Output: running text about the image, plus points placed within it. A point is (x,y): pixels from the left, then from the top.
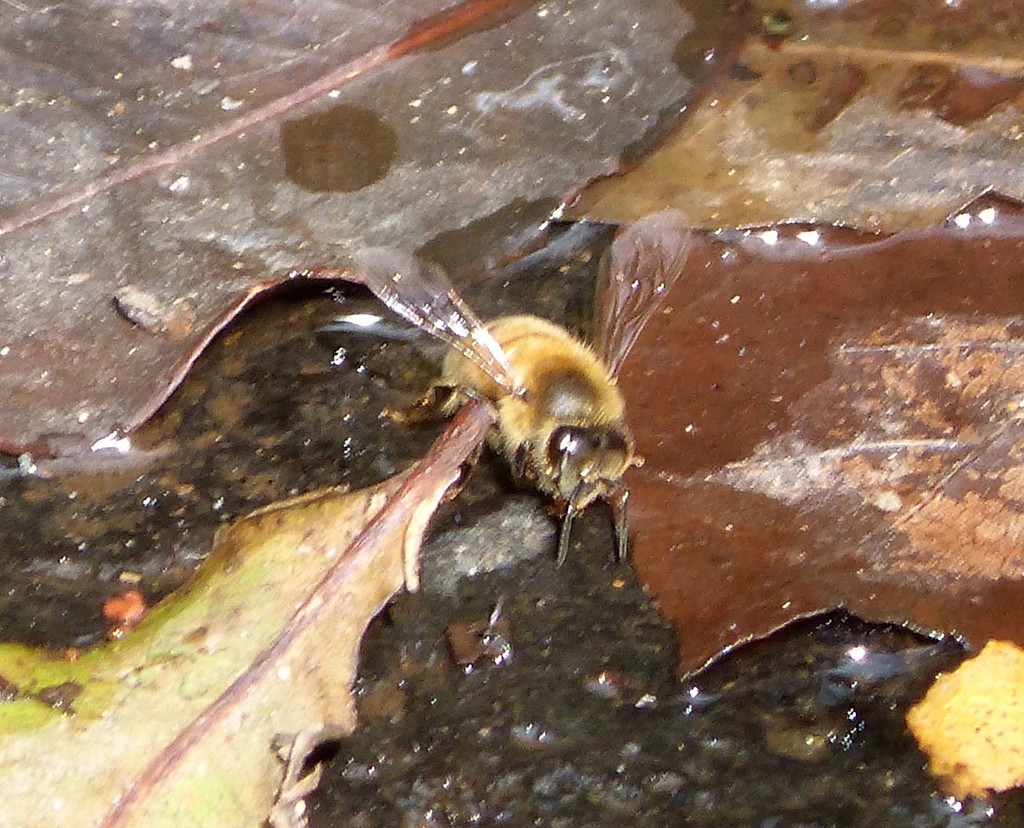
In this image we can see a bee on the shredded leaves (326,640).
